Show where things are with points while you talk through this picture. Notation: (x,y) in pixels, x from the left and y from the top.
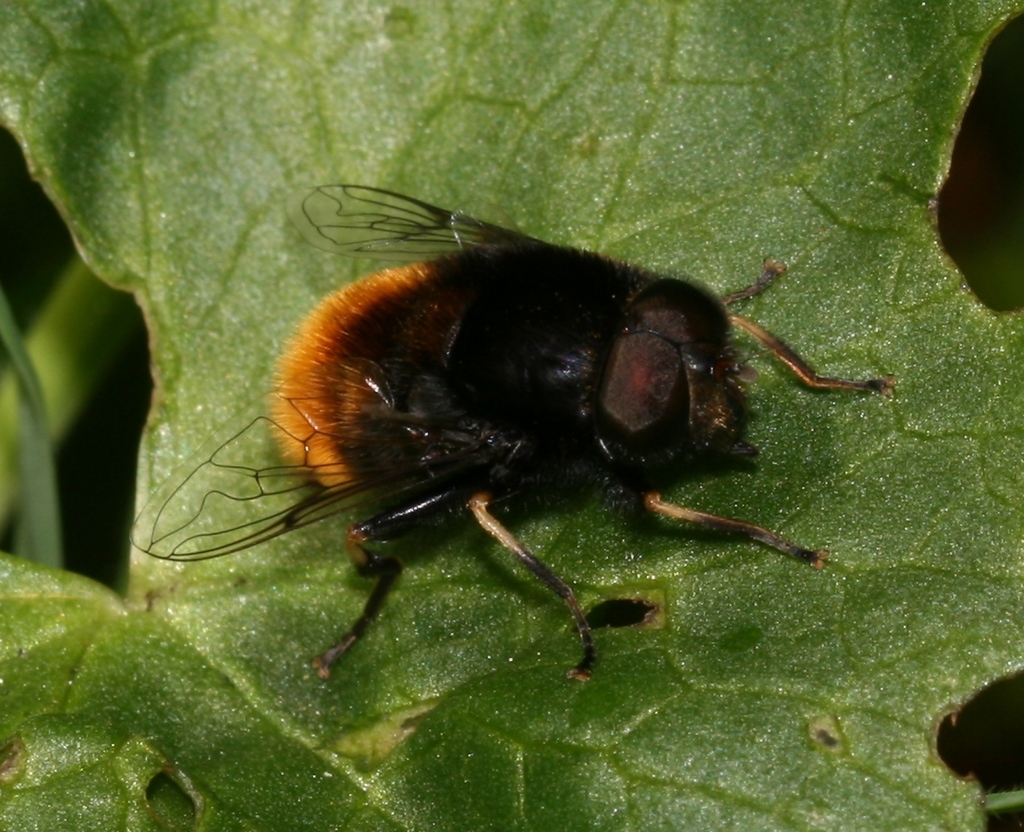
In this picture there is a fly (621,413) on the leaf (564,664). On the left (73,376) I can see the plant branch (64,394). In the back (1009,175) I can see the darkness (1009,181).
